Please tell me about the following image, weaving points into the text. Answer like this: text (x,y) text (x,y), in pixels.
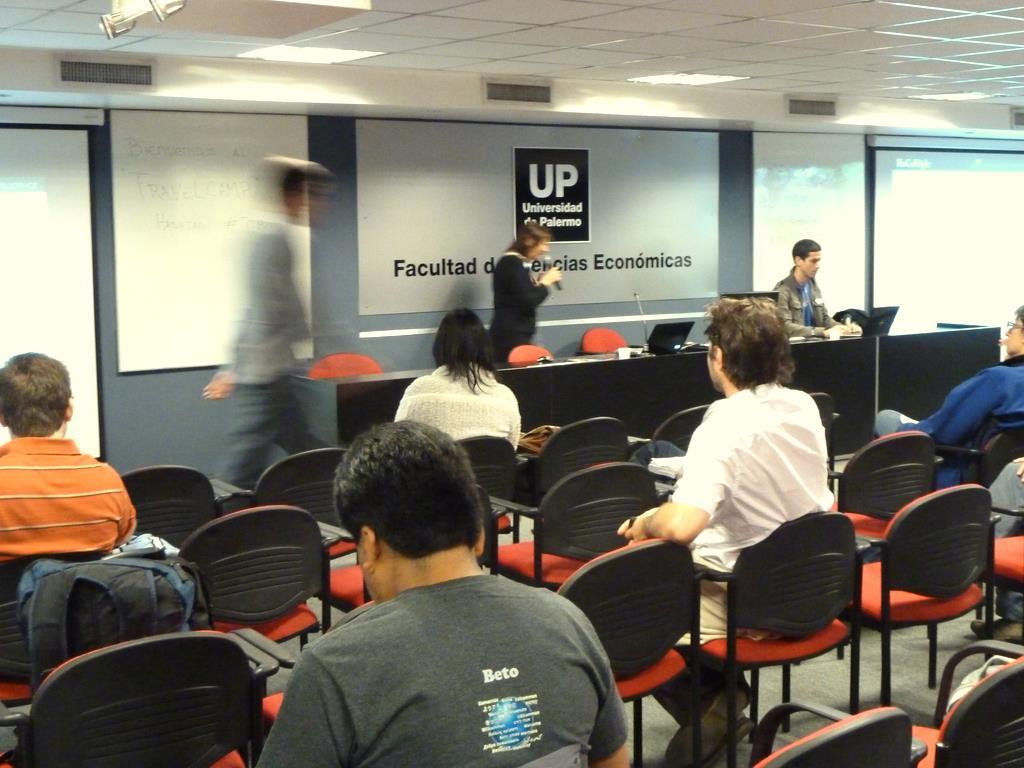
There are some persons (716,474) sitting on the chairs (248,599) as we can see at the bottom of this image (564,526). There are some persons (264,322) standing in the middle of this image (513,298), and there is a wall (578,254) in the background (491,254). The woman (531,290) standing in the middle (516,279) is holding a Mic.
